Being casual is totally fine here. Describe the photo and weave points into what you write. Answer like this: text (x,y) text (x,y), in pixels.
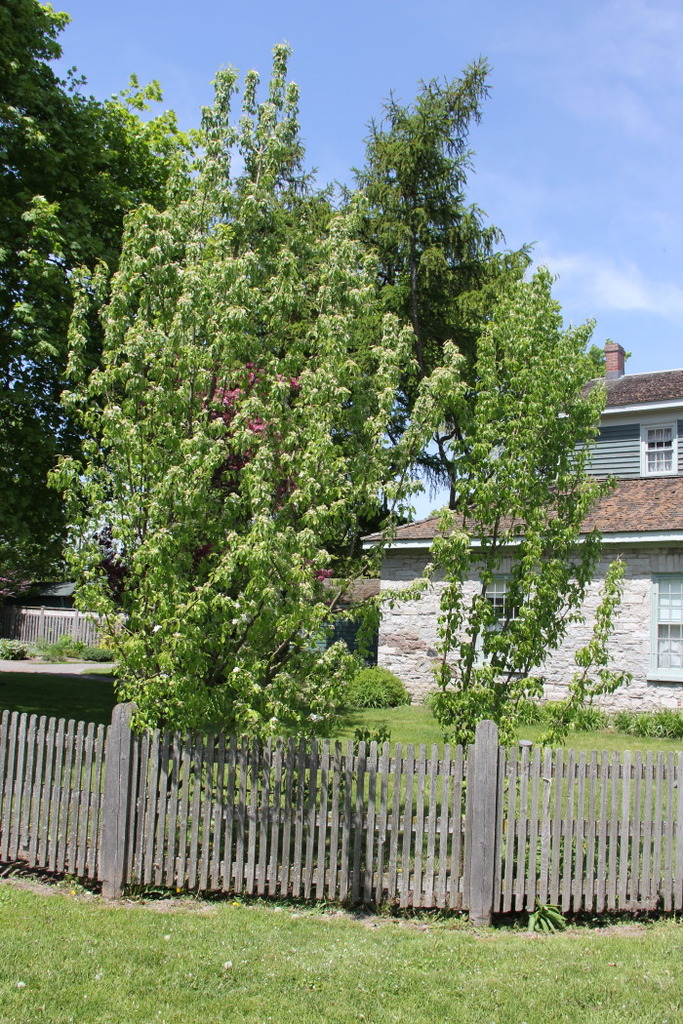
This picture is clicked outside. In the foreground (374,973) we can see the green grass (357,950) and a wooden fence (298,805). In the center (284,361) we can see the trees (225,440), plants (461,669) and the building (669,424) and we can see the chimney (621,371), windows (663,614) of the building (416,605). In the background (409,52) there is a sky (537,77).
